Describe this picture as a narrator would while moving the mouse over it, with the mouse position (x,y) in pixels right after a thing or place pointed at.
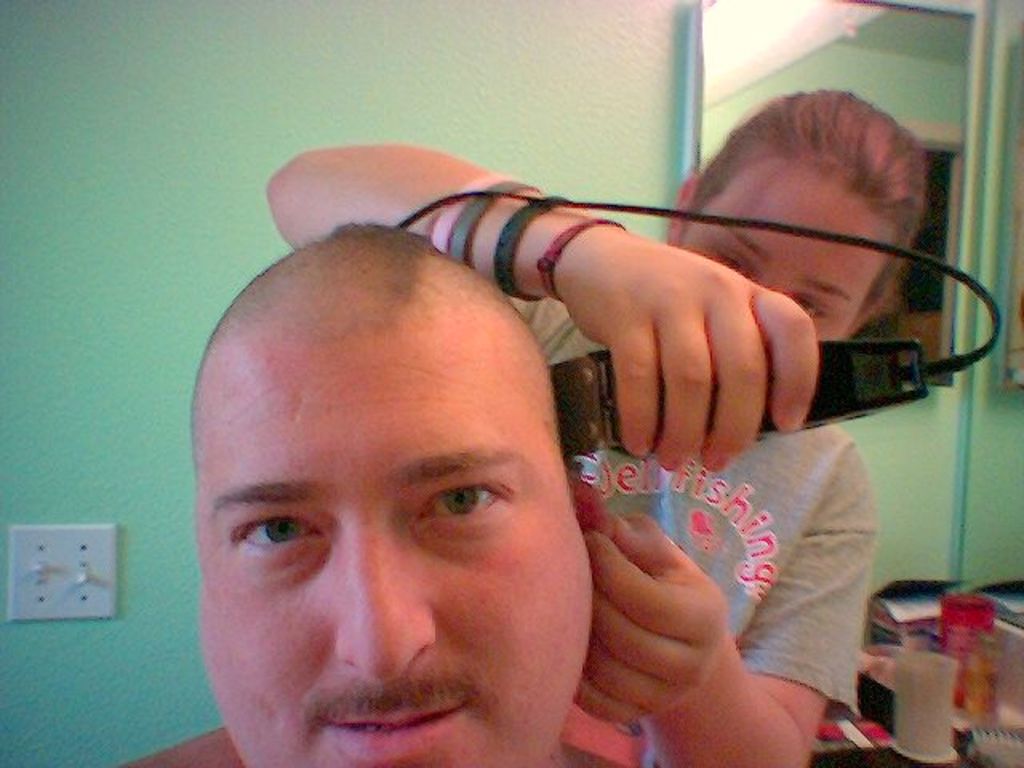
In this picture I can see there is a man (515,361) sitting here and there is a girl (873,268) in the backdrop (660,437), she is standing and holding a trimmer (587,427) in her hand (647,430) and there is a cable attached to the trimmer (568,439) and there is a green wall (218,83) in the backdrop (351,105) and there is a mirror (924,55) on to right side (745,3) and there are few objects (960,667) placed on the table (956,716).
